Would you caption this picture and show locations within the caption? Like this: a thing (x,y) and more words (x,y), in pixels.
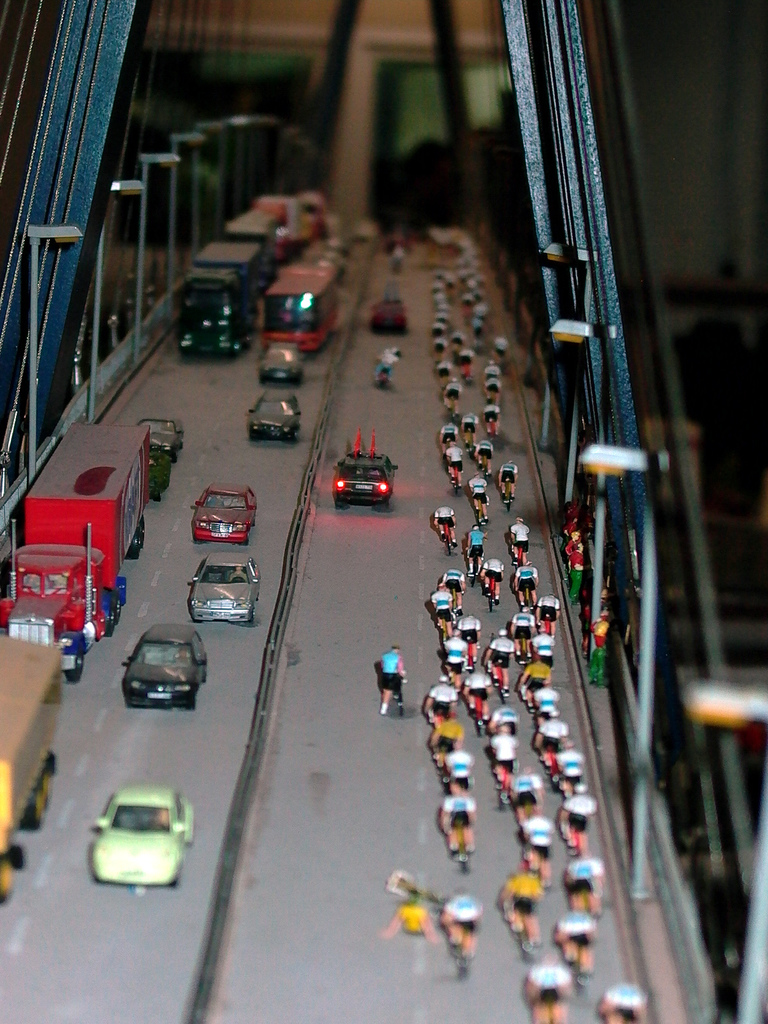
Here we can see a miniature (598,61), in this miniature (239,656) we can see a bridge (290,890) in the front (295,935), there are some vehicles (203,346) traveling on the bridge (174,384), on the right side (531,841) we can see some people (439,617) riding bicycles (502,686), there is a blurry background (417,82), we can see some wires (10,73) on the left side (80,72).
